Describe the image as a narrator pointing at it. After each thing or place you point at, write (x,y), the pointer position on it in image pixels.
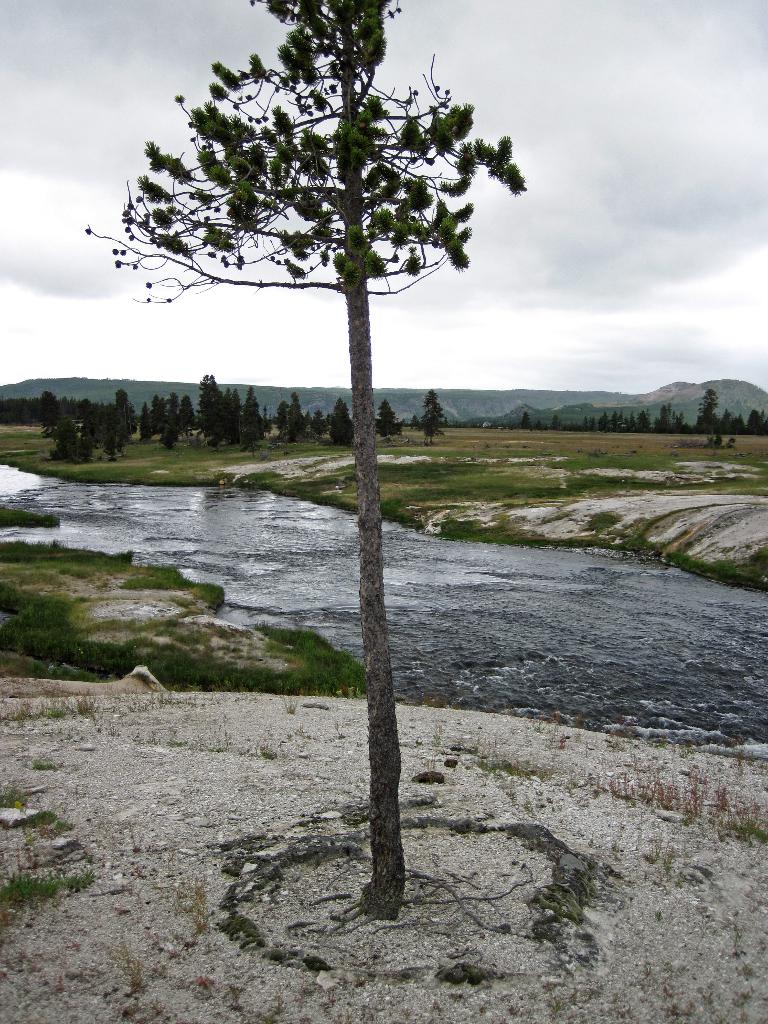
In this image we can see a tree (380,604) and there is a ground (392,509) with grass (478,472). There is a water flow (404,621) and at the back ground (724,400) we can see a mountains (57,385) and few more trees (215,438).
